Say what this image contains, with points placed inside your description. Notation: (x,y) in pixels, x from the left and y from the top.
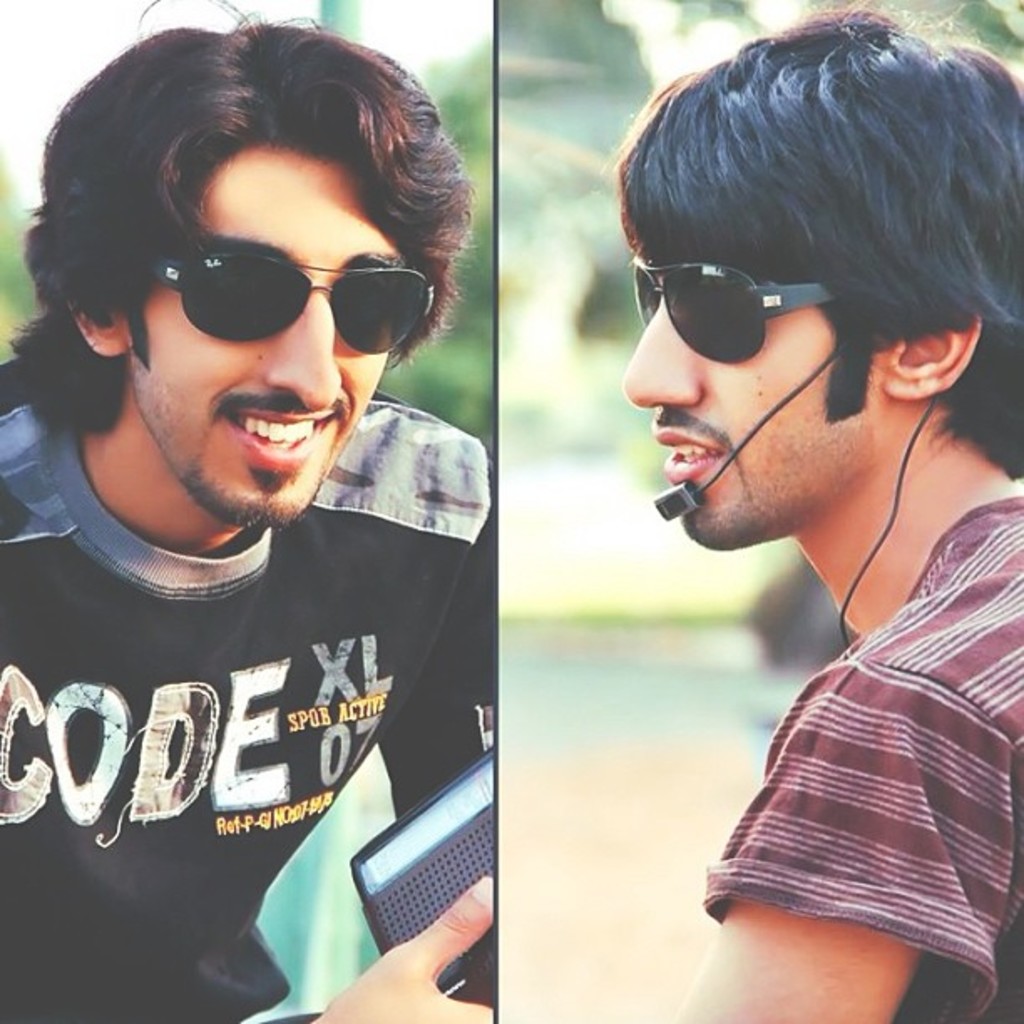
In this image, on the right side (985,319), we can see a man (929,284) wearing black color goggles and keeping microphone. On the left side (269,756), we can see a man (244,589) wearing a black color shirt (307,590) and holding an object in his hand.
